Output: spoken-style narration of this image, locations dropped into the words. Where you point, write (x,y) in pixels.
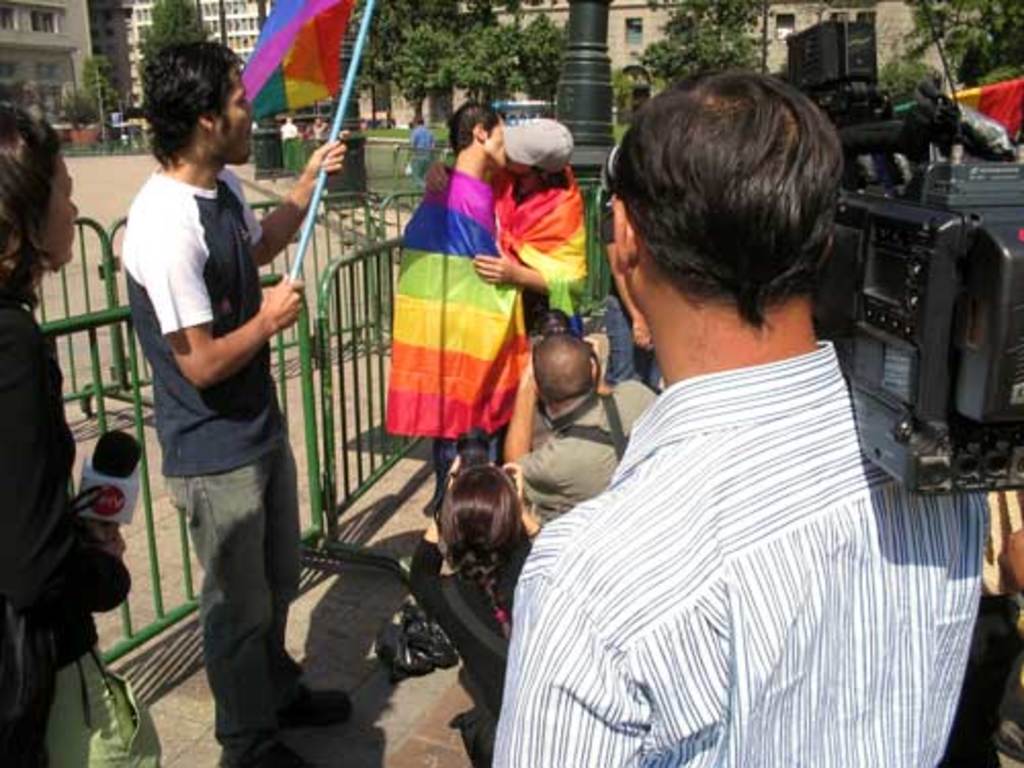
In this image there are two guys (503,239) kissing each other on the floor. Beside them there is fence (366,299). On the right side (759,529) there is a man (719,448) taking the pictures with the camera (903,275). On the left side (25,276) there is a person (52,404) standing on the floor (156,458) by holding the mic (127,465). Beside her there is a man (174,330) standing by holding the flag (324,53) which has different colours in it. In the background (41,34) there are buildings (131,45) and trees (146,41). At the bottom (483,541) there are two persons (518,475) taking the pictures with the camera (466,456).
